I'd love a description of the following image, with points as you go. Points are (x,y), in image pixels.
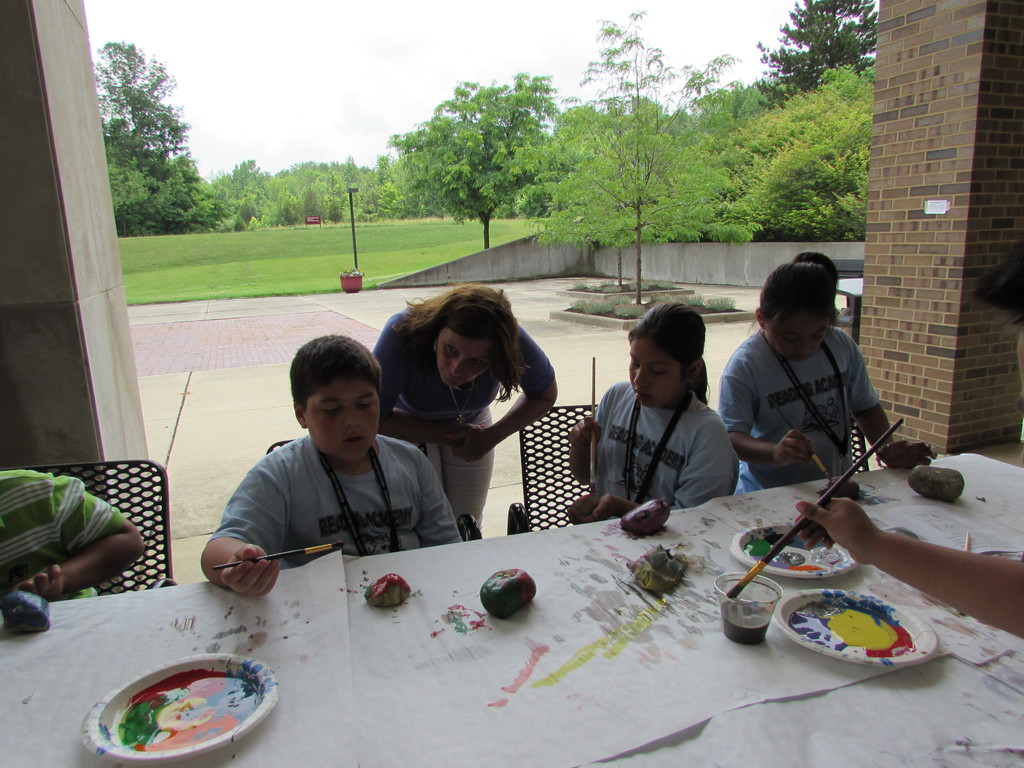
There are group of people (739,434) sitting and holding a paint brush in their hand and there is a table (462,602) in front of them which has a white paper (387,654) and colors (870,635) on it and there is a women (479,358) standing behind them. In background (406,159) there are trees (349,184) and the ground (311,240) is greenery (290,253).
